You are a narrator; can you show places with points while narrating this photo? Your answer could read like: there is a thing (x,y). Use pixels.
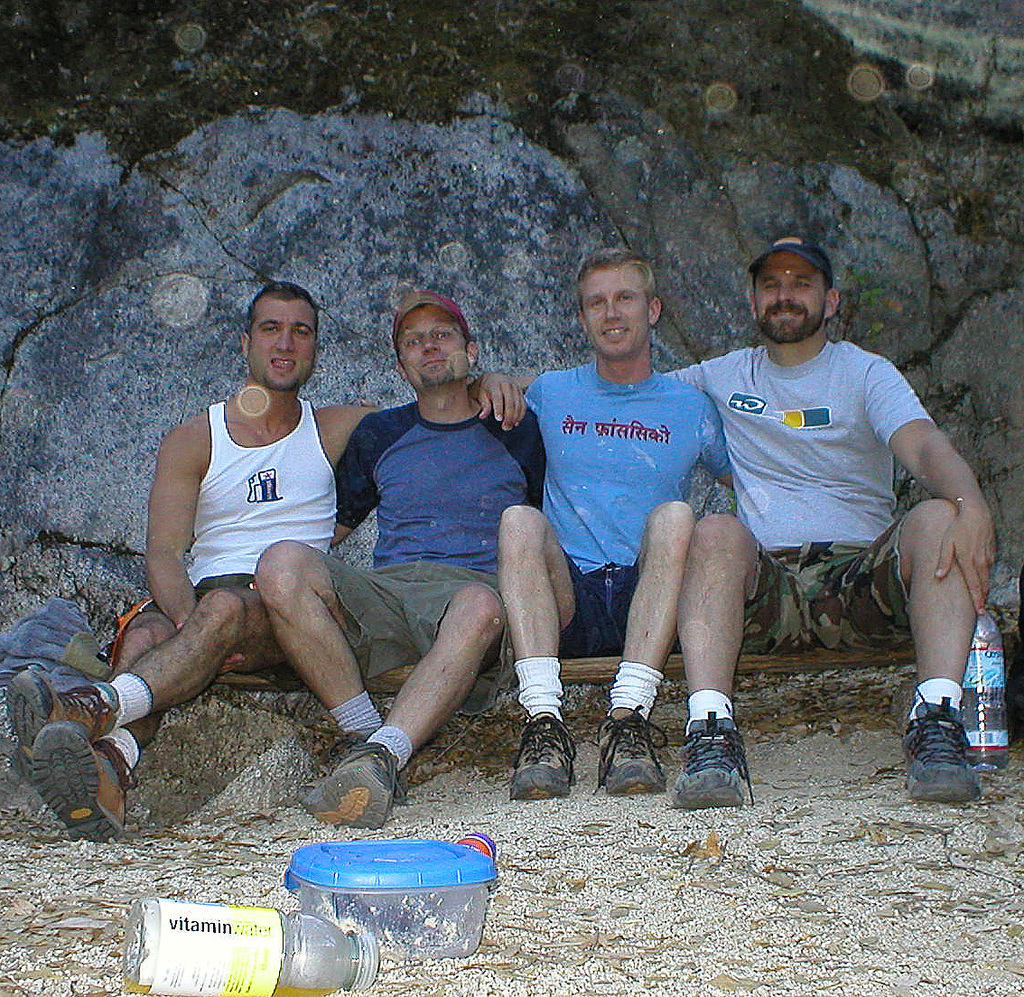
In this image I can see four persons (300,413), the person (822,377) at right (861,401) wearing gray shirt (835,379), brown and green color short (831,590), the person (600,450) in the middle (572,436) wearing blue shirt (572,436), blue short (593,588) and the person (176,524) at left (222,501) wearing white shirt (222,501), brown short (222,576). In front (355,956) I can see a box (377,925) and bottle (310,944) on the floor (57,978).
